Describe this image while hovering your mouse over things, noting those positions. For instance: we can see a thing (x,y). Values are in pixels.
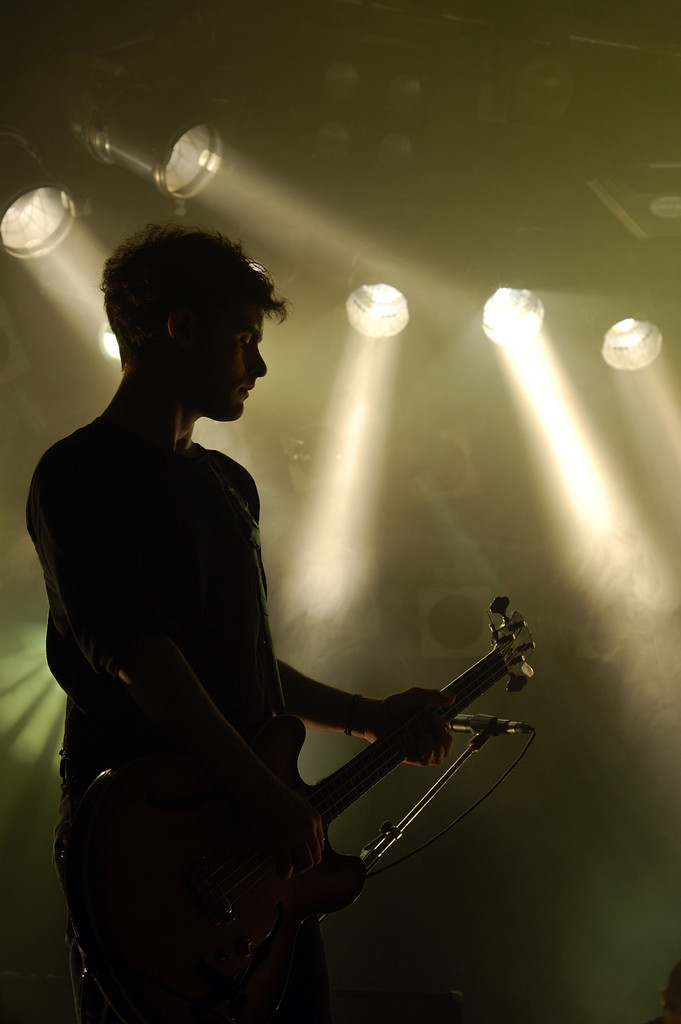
This is a picture of a man (153,653) standing on stage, the man (139,648) is holding a guitar (234,881) in front of the man (407,749) there is a microphone (502,729) with stand (394,833). Behind the man (166,622) there are lights (117,145) and smoke (571,553).
